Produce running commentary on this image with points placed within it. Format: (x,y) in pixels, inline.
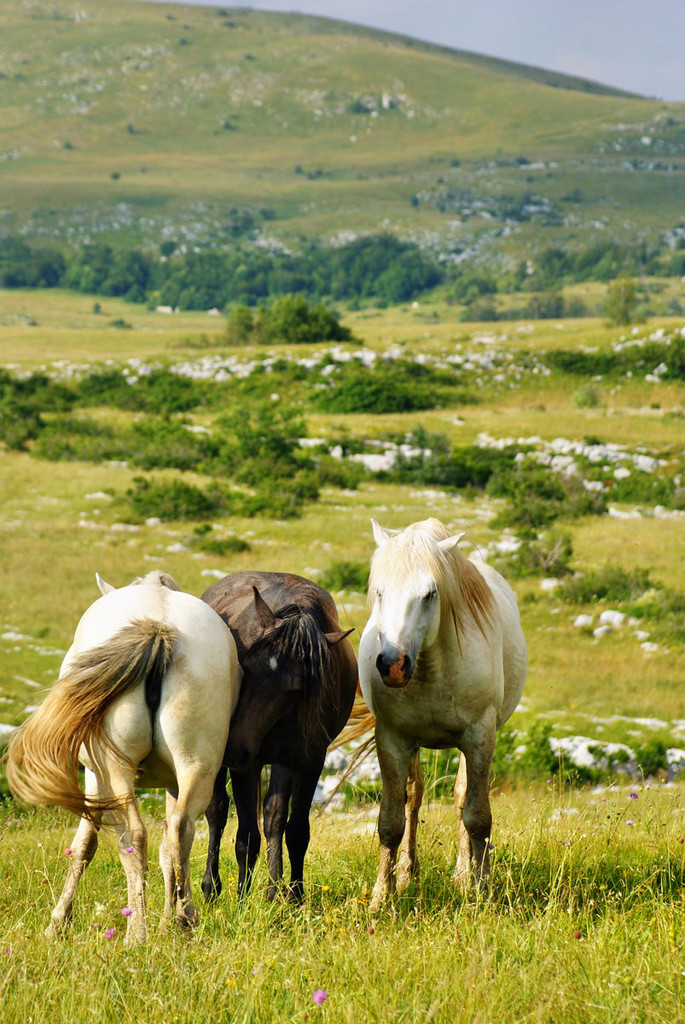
In this image, we can see some horses (346,687) standing on the green grass (306,952), in the background (183,432) there are some green plants (319,410) and at the top (633,36) there is a sky (557,18).
